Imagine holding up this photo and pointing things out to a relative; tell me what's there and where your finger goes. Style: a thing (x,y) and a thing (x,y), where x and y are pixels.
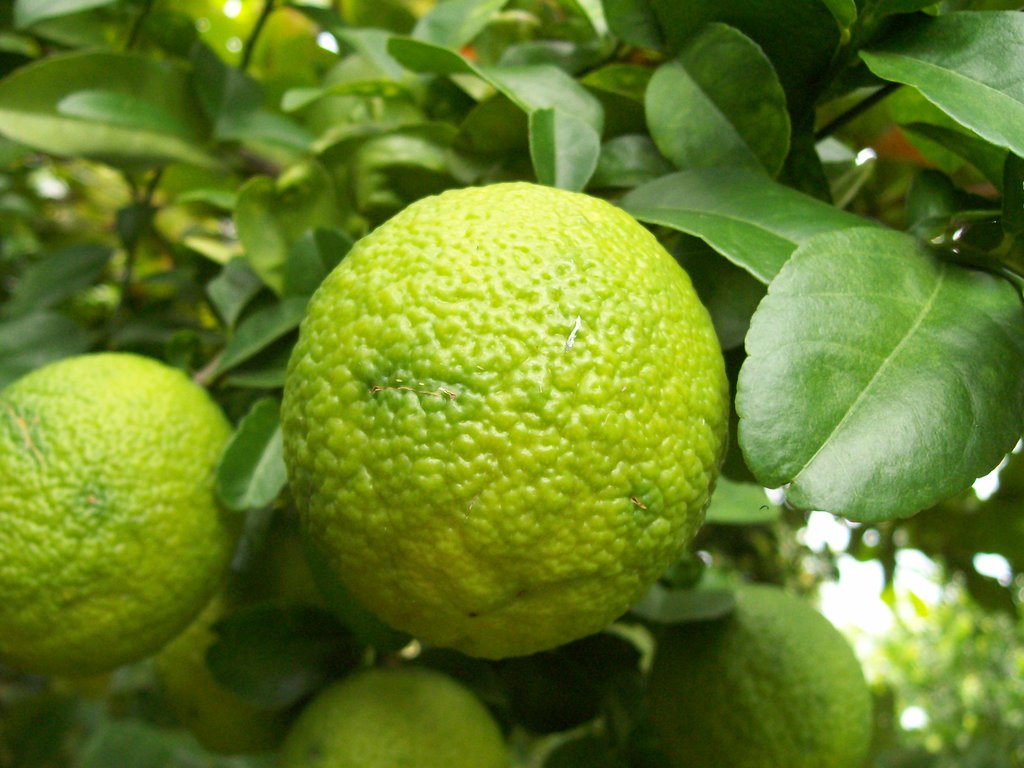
In this image I can see few fruits (545,324) which are green and yellow in color to the tree (808,273). I can see the sky (907,594) in the background (920,584).
